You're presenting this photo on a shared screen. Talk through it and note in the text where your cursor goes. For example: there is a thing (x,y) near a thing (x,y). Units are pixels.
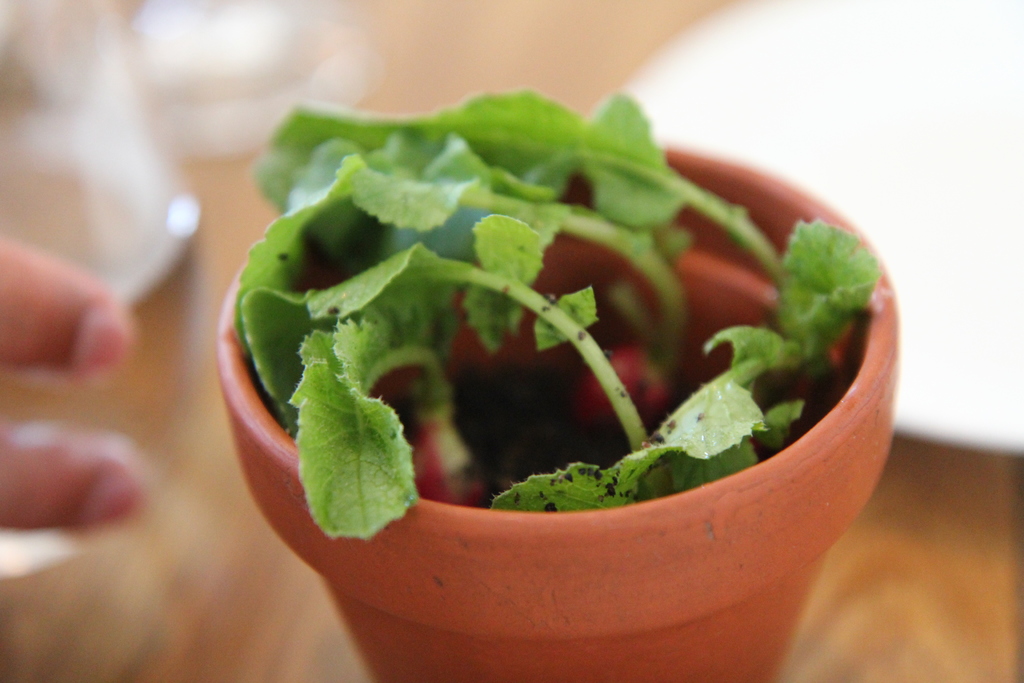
In this image there is a plant pot (473,524), beside the plant pot (493,573) we can see the fingers (69,472) of a person (69,454).
